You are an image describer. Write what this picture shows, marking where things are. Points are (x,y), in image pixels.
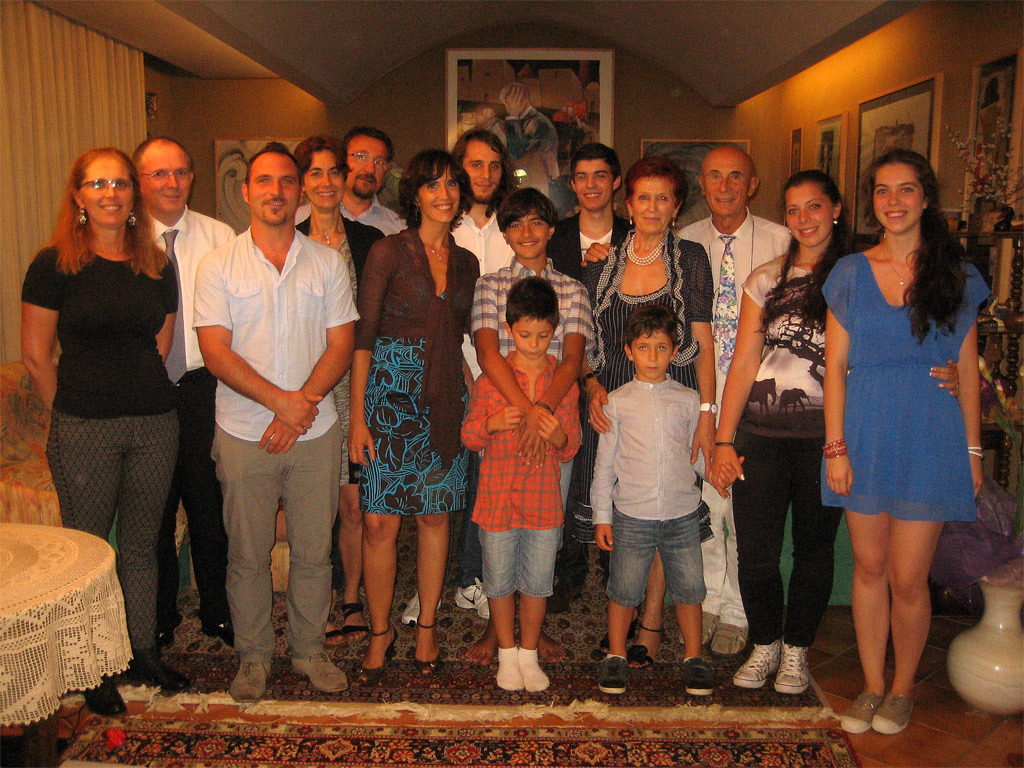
In the center of the image (502,319) we can see a few people (502,319) are standing and they are smiling. And we can see they are in different costumes (466,446). Among them, we can see three persons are wearing glasses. At the bottom of the image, we can see the carpet (464,726). In the background (662,109) there is a wall (196,125), roof (635,1), table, curtain (82,146), pot (976,635), cloth (46,579), photo frames (456,120) and a few other objects (1007,511).
